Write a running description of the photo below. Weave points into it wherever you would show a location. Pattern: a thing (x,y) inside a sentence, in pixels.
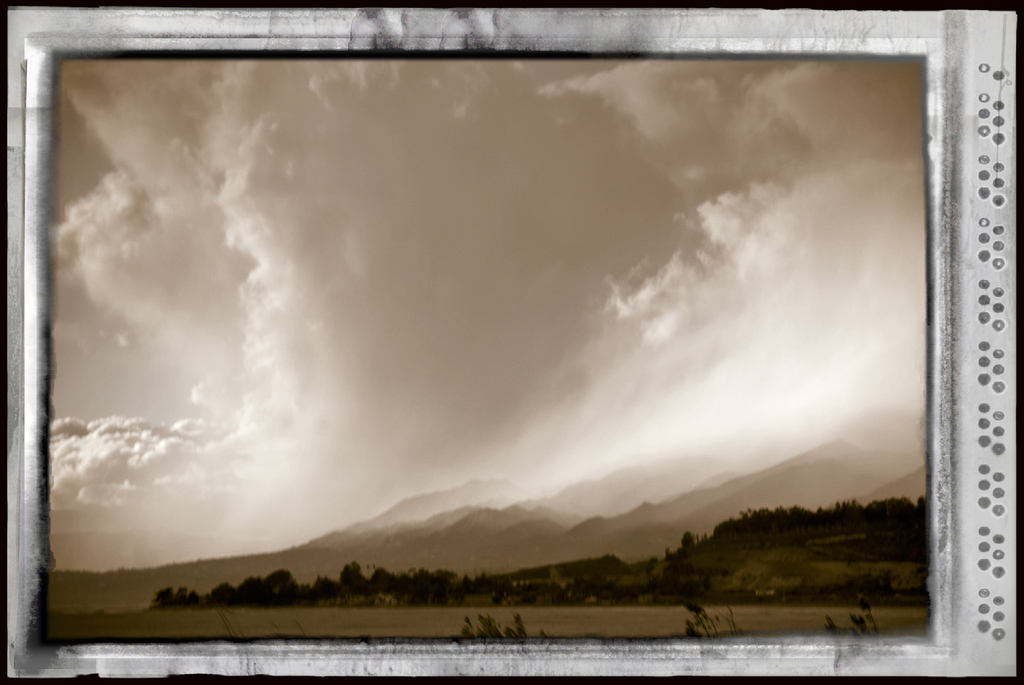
This image consists of a photo frame (594,665). In which there is a ground (579,606), along with mountains (696,521) and plants (368,595). At the top (209,103), there are clouds (159,121) in the sky (384,304).
